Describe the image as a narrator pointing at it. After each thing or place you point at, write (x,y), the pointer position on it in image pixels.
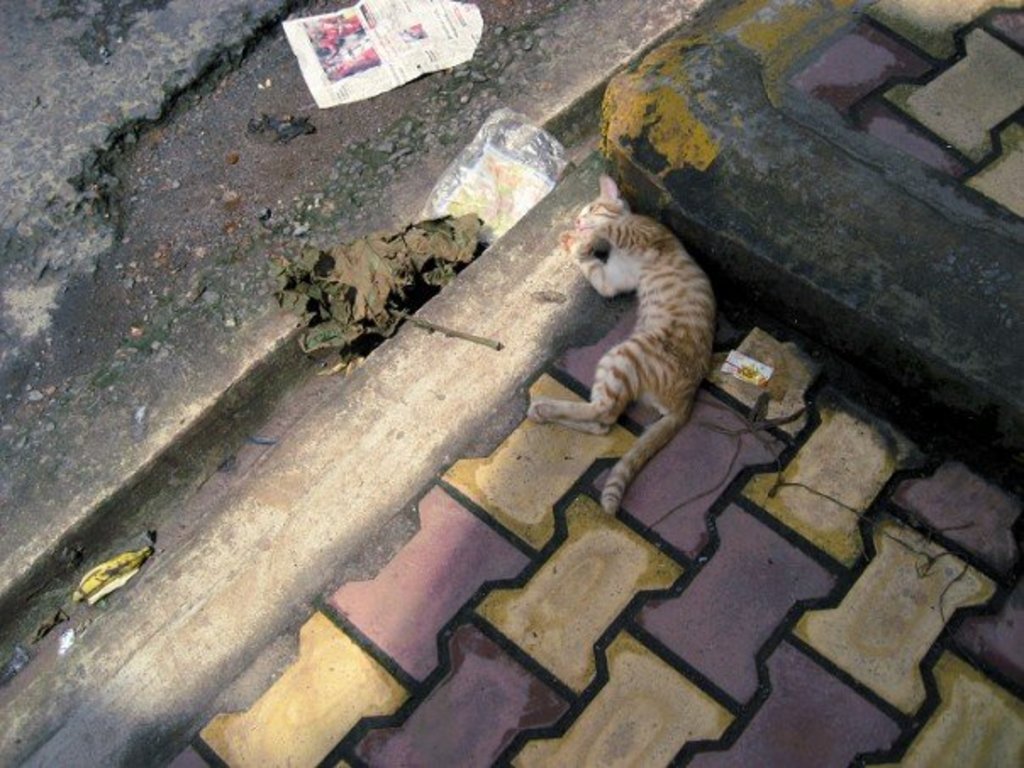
In this image we can see a cat (669,326) on the surface (713,450). We can also see a paper (420,32), cover (467,165), banana peel (78,587) and a leaf (369,290) on the ground (164,249).
